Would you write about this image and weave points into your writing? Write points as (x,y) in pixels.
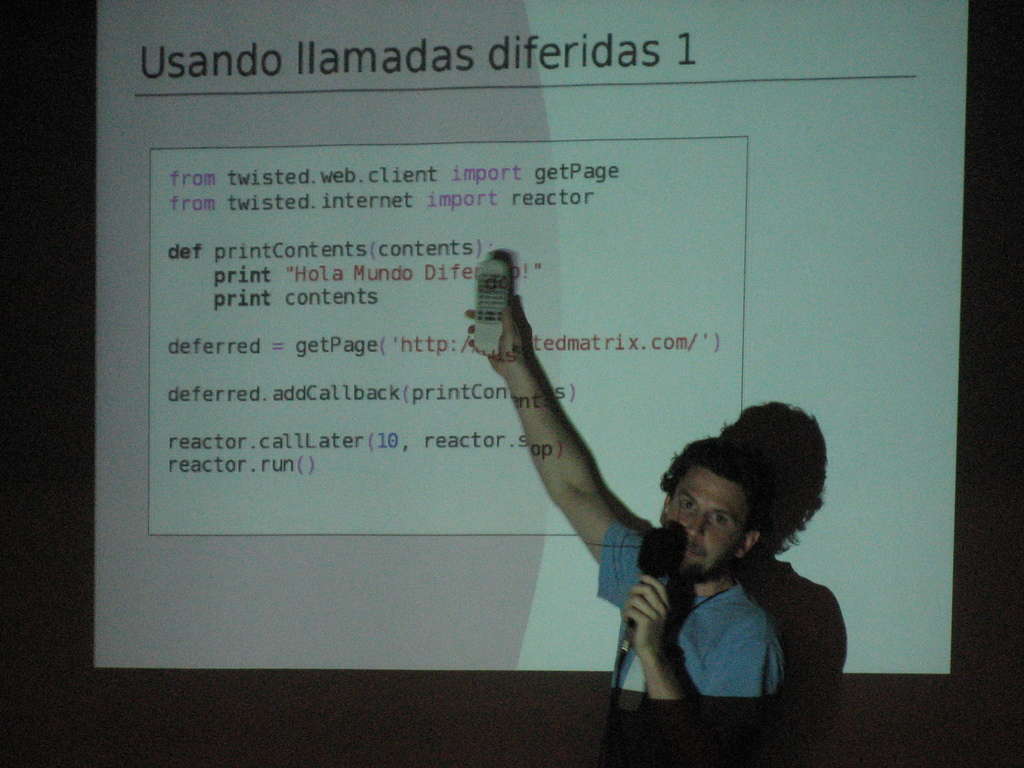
In this image we can see a man (660,653) standing and holding a mic (659,571) in one hand (656,599) and remote (499,279) in the other hand (513,308). In the background (596,130) we can see text (572,166) on the display screen (268,218).
